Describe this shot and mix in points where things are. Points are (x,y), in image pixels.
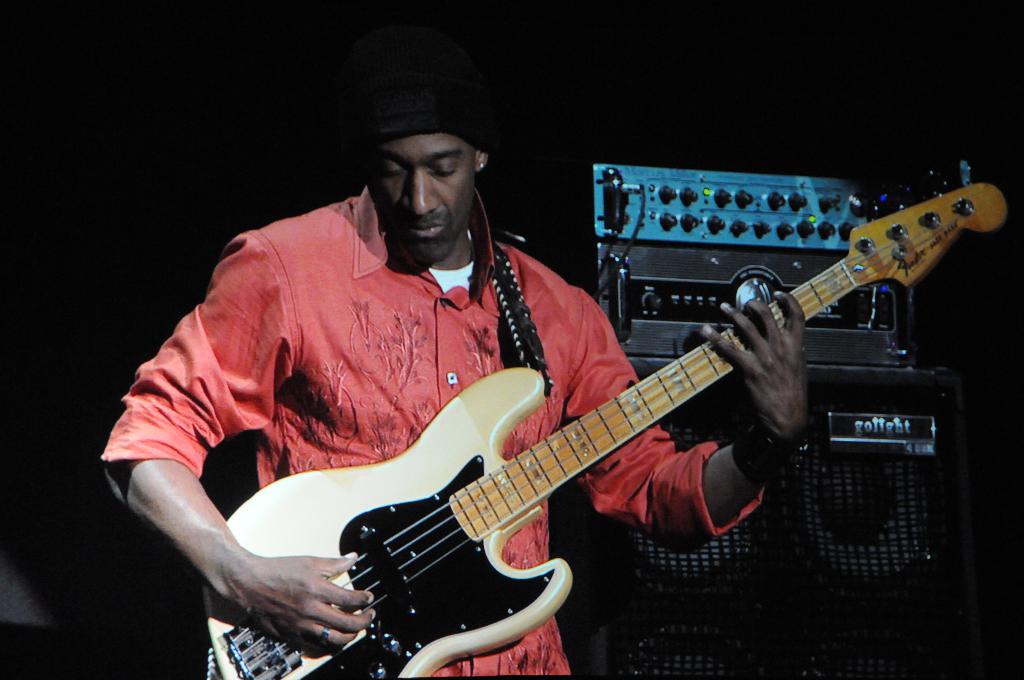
In this image I can see the person (306,438) playing the musical instrument (455,538). To the right (840,333) I can see an electronic device (817,377). I can see the black background (292,119).
